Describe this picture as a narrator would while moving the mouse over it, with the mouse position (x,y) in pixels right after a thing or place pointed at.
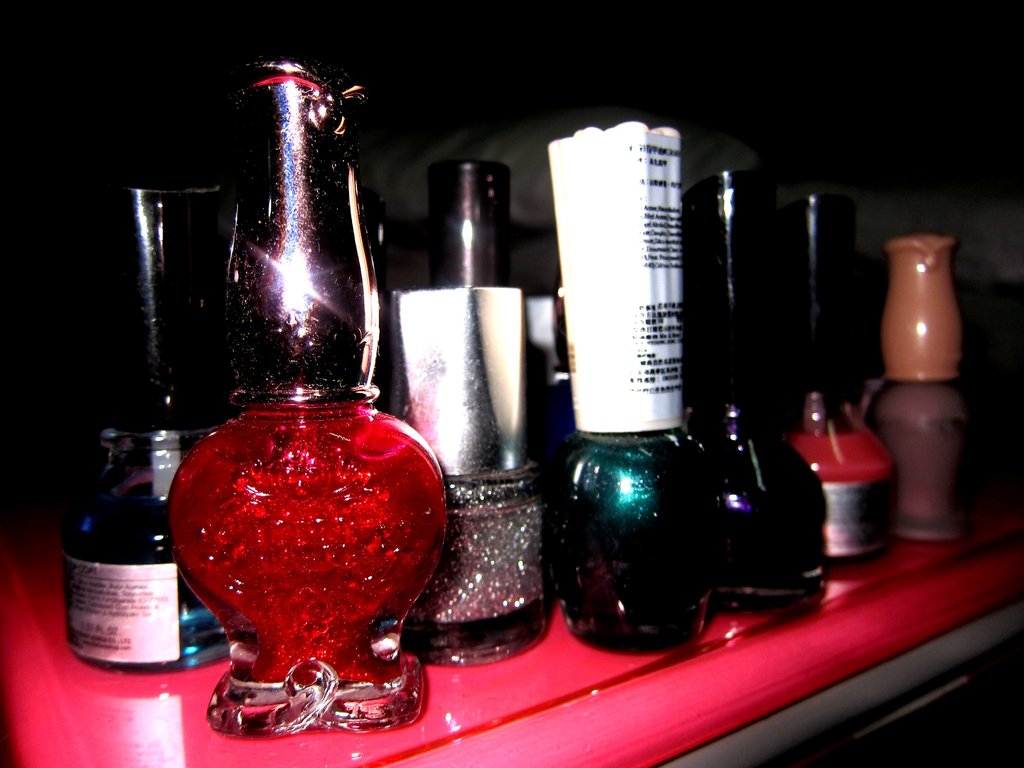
In the foreground of this image (407,419), there are different kind of bottles (510,446) on a pink table (513,700) and there is a dark background (211,45).
